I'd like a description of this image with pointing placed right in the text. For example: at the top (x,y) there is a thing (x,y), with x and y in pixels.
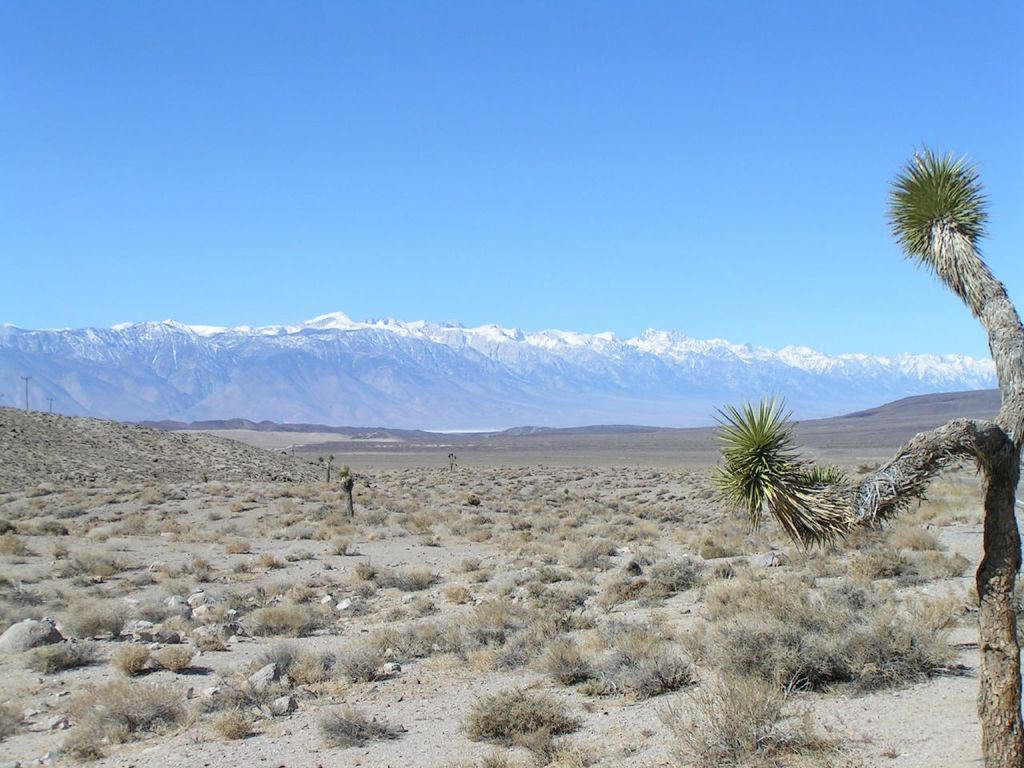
On the ground (407,587) there are plants (575,627). On the right side (826,511) there is a tree (1010,534). In the back (253,380) there is a mountain (546,403) and sky (564,105).
